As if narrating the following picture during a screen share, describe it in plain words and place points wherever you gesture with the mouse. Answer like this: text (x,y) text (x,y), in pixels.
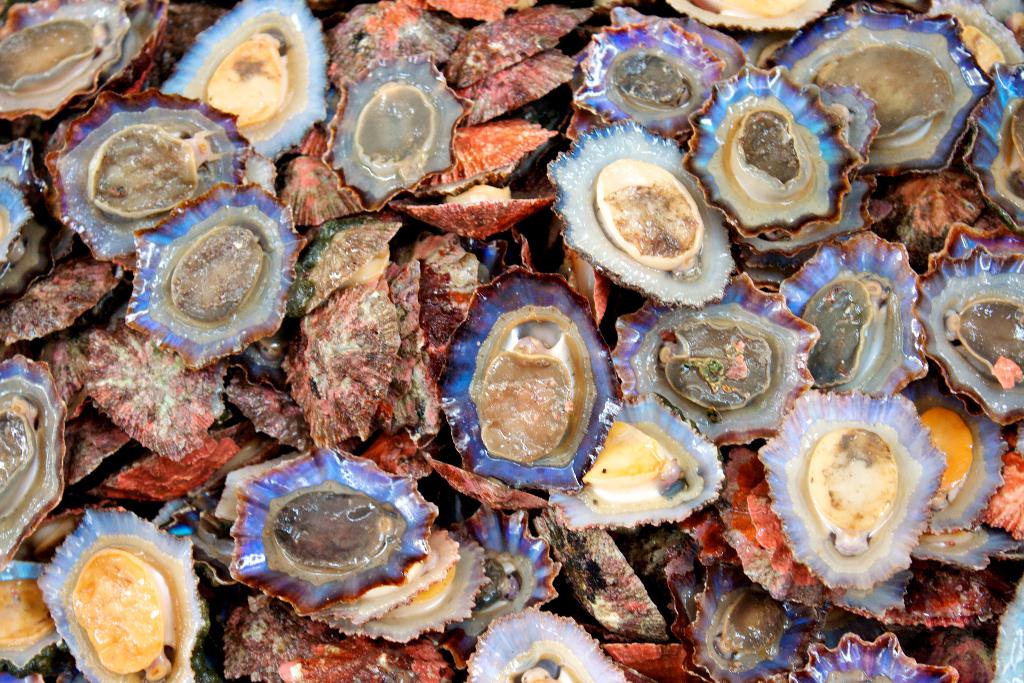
In the image there are shells (607,153) which are held open and few are closed. The shells (194,363) which are open are having a layer of multi colour (284,261) around it which is very pretty and mesmerizing.
